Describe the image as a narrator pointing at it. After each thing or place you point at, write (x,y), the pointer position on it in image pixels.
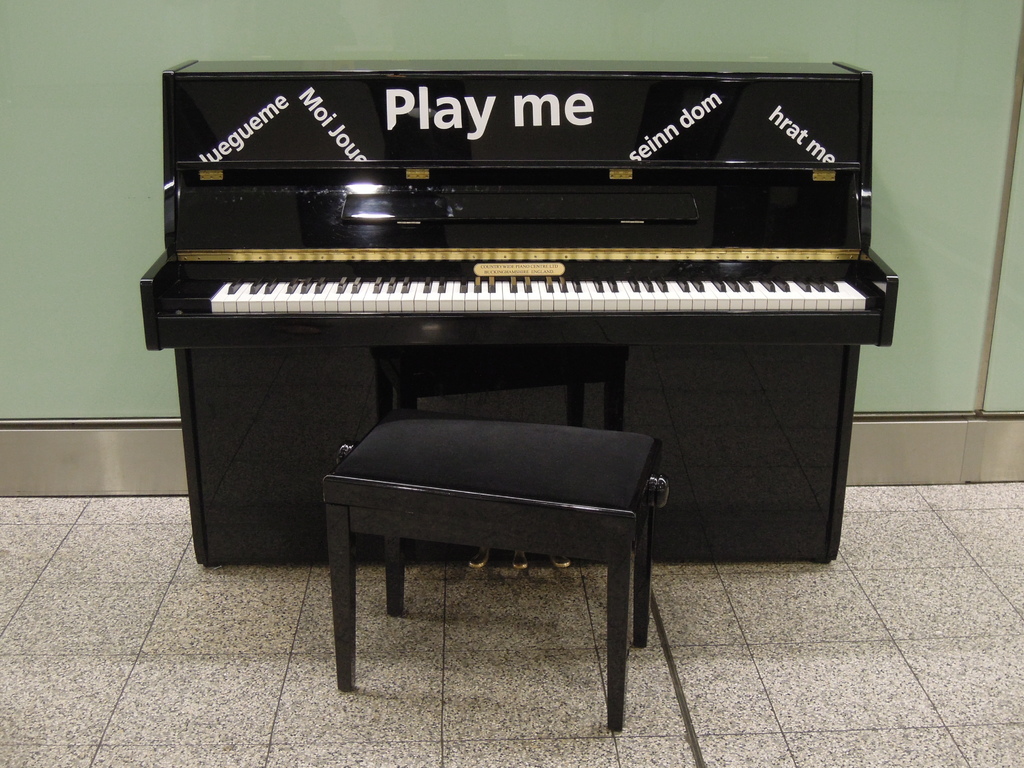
In this image i can see a piano (551,391) and a stool (434,518) on the floor (394,652).
